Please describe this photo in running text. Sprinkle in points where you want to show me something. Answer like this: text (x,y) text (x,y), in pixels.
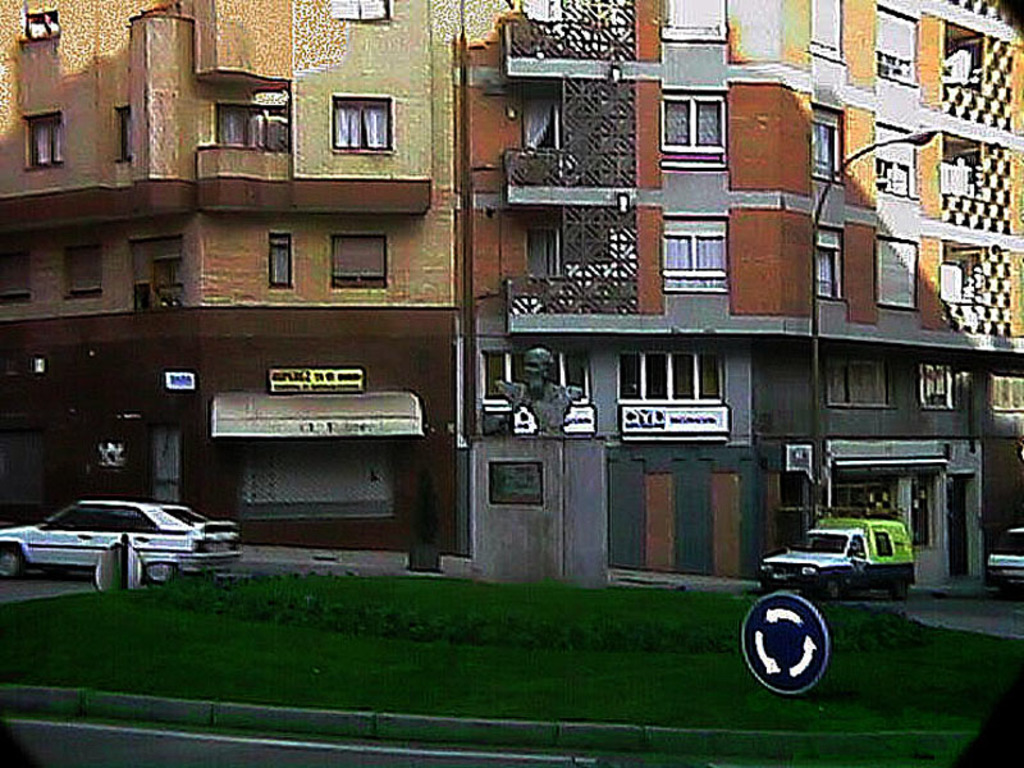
In the picture I can see some buildings (467,305), in front we can see vehicles (7,543) are moving and there is a sculpture (532,543) around we can see the grass (285,670).
